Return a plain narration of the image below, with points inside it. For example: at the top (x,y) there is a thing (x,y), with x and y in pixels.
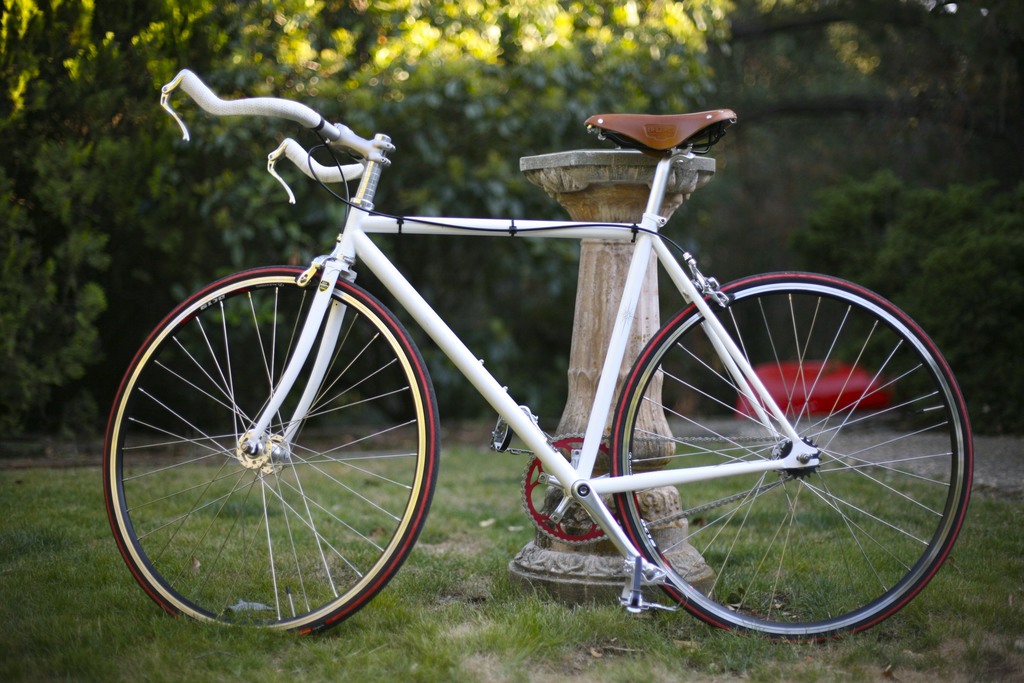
In the foreground of this image (570,427), there is a bicycle (696,596) on the grass (593,613) near a pole like structure (605,186). In the background (589,44), there are trees (909,251) and a red color object (821,389).
